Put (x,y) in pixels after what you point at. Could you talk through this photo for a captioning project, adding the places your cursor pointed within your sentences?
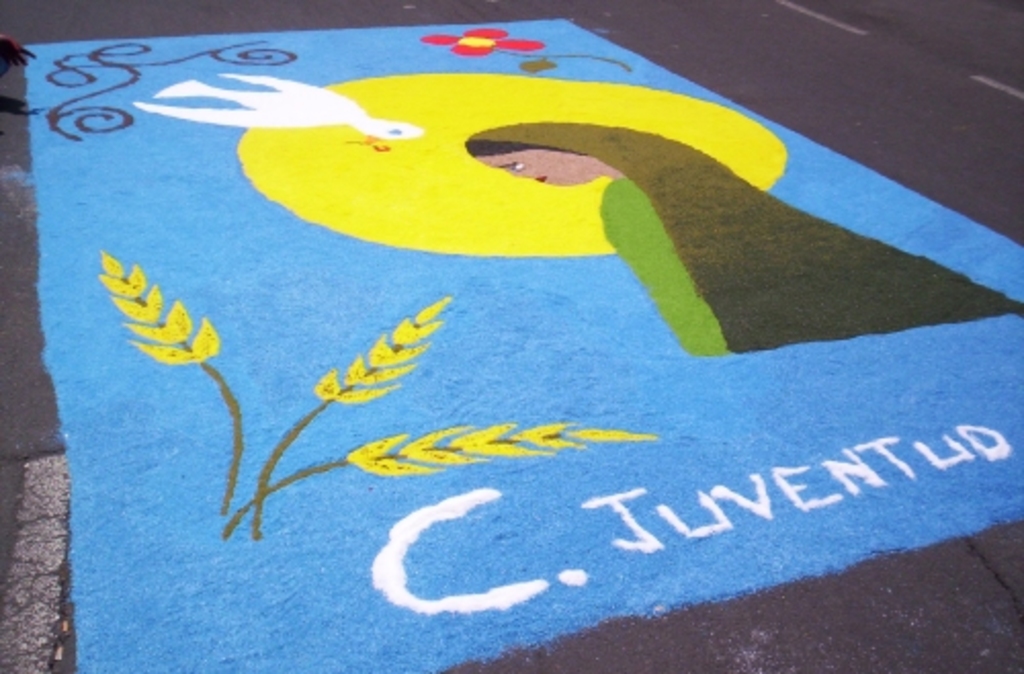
In this image we can see drawing (225,306) on the road (16,73) and on the left side (22,57) we can see person's hands (22,57).
